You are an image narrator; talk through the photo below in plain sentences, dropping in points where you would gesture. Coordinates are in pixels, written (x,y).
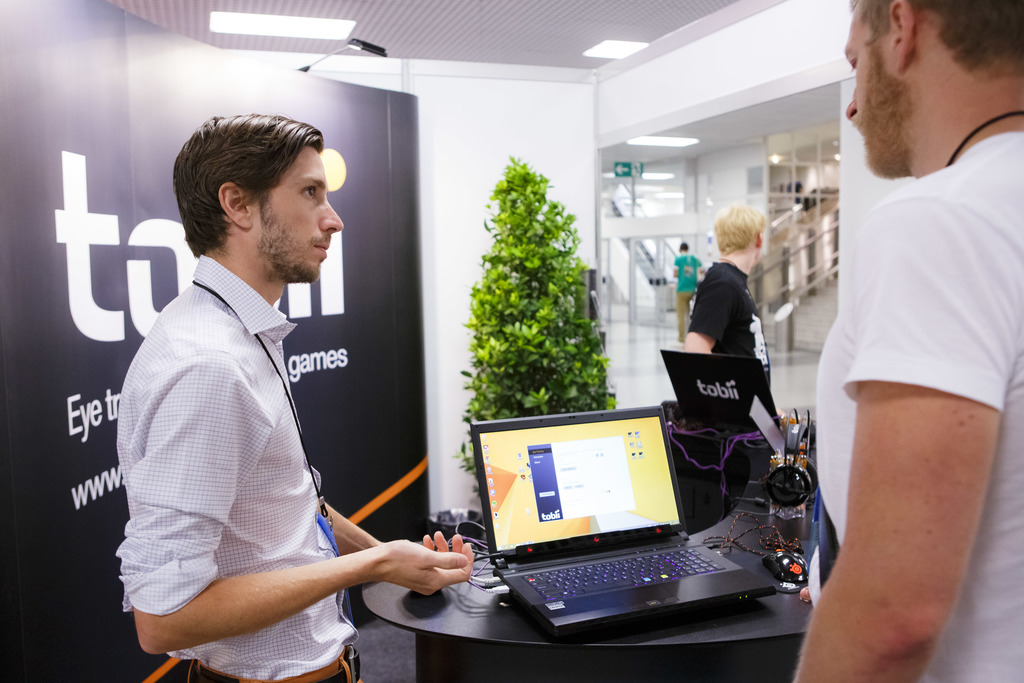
In this image, I can see two people (988,123) and other two people (729,293) after that i can see a laptop (584,476), headphones (804,469), all this kept on table (753,631) which includes mouse (786,559) and i can see lights (596,54), staircase (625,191), floor (650,357), a ash color mat (388,648) after that.
